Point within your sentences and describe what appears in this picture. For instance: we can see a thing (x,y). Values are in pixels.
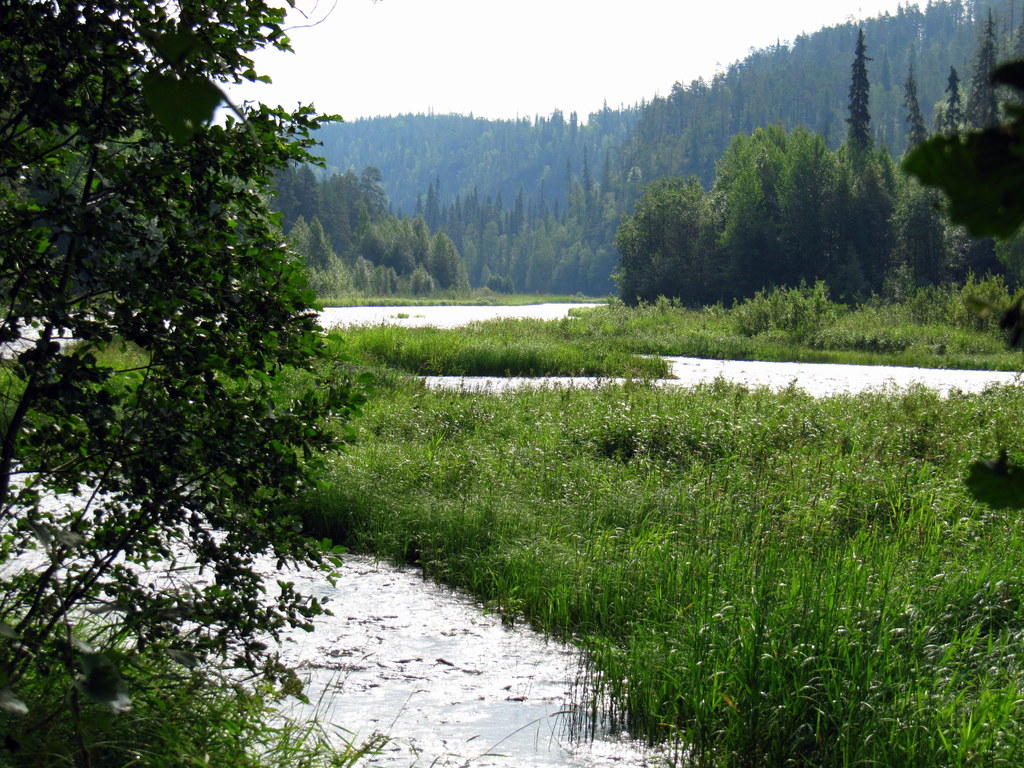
In this image I can see water (468,637), some grass (483,579), few plants (505,486) and few trees (309,427). In the background (776,192) I can see few mountains (769,128), few trees (461,157) and the sky (441,97).
